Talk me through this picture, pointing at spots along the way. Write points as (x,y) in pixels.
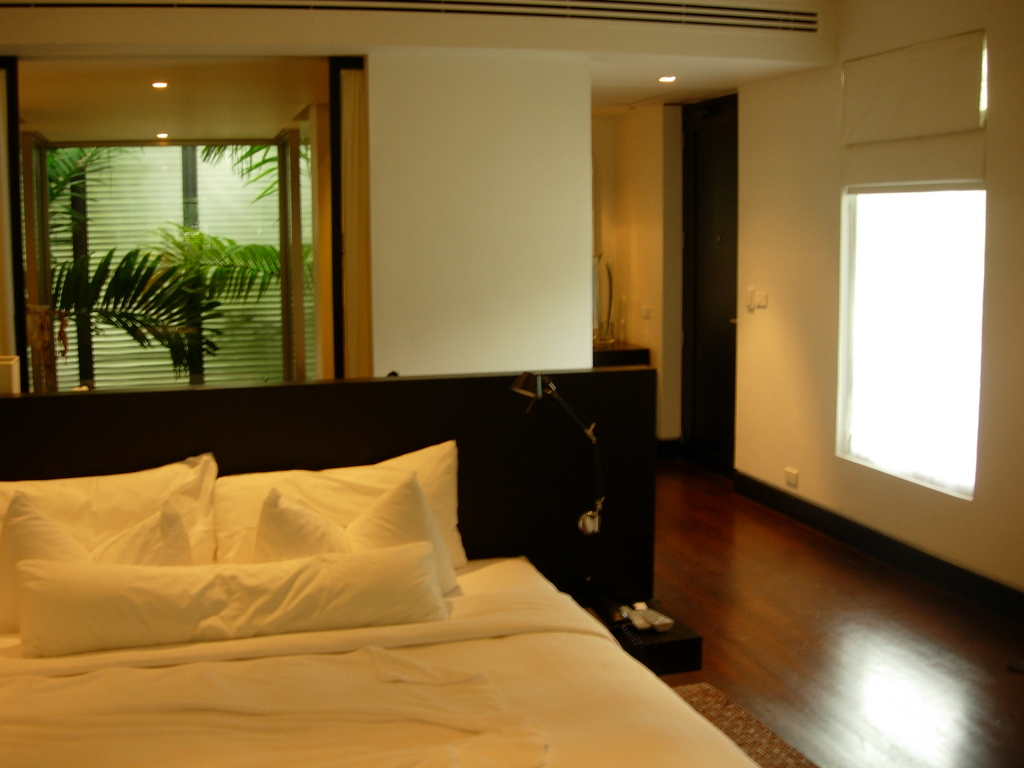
This a picture of a inside of a room (817,320) And there is a bed (294,702) and there are some pillows (206,540) and back side of the bed (149,450) there is a window (256,282) and through the window (242,293) i can see a plants (107,306).
